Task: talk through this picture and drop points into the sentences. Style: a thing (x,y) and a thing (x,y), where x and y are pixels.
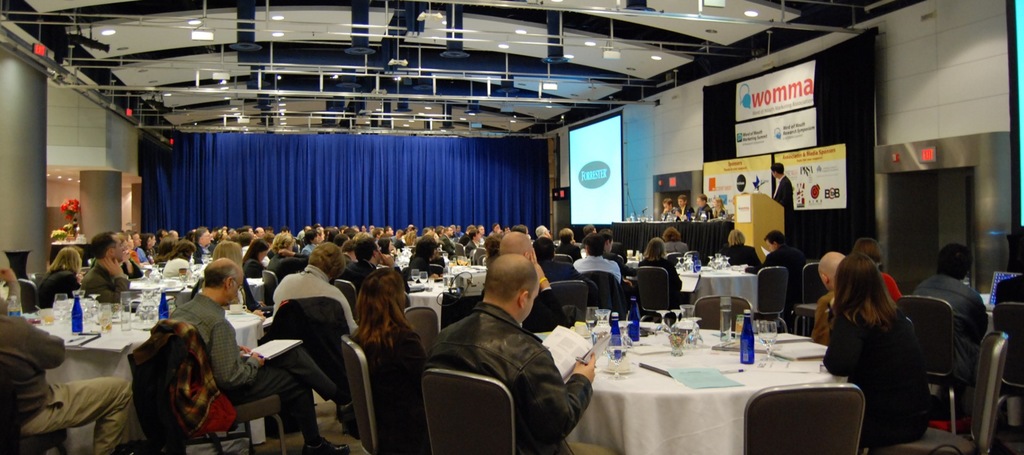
in this image I see people (571,230) are sitting on chairs (923,451) and there are tables (708,271) in front of them on which there are glasses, bottles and other things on it, I can also see a man (780,183) over here who is standing in front of a podium (770,213). In the background (172,138) I see the blue color curtain (150,222) and lights (76,41) on the ceiling (339,73) and I can also see a screen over here and few banners (825,197) over here.
